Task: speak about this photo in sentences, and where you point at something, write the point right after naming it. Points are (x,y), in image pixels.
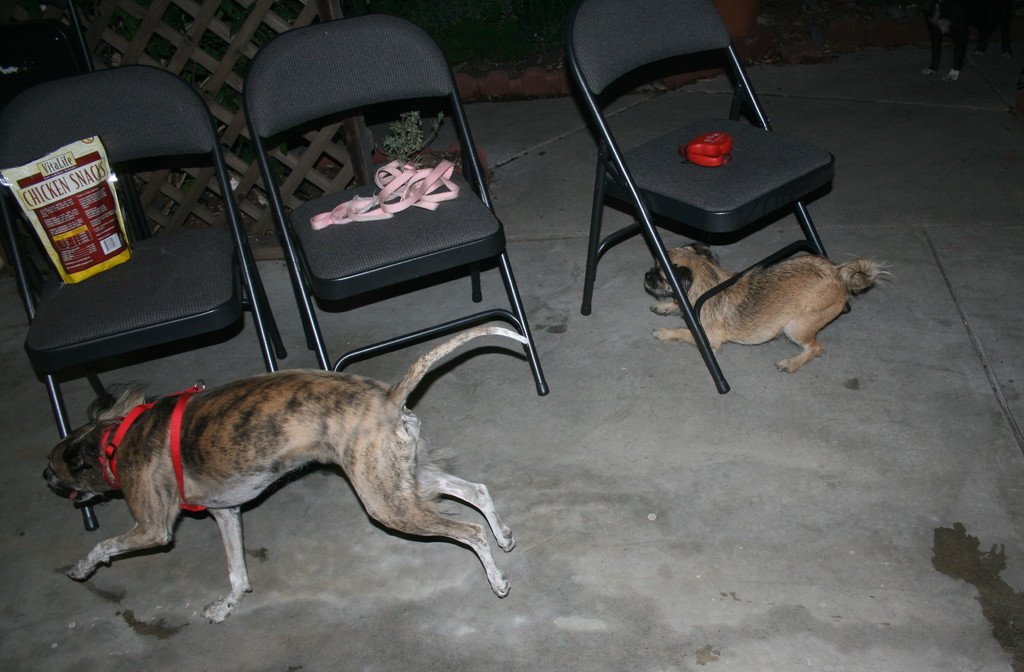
In this image there are two dogs (457,340) one of which is under the chair (758,156) and at the top of the chairs (405,247) there was a leash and a food item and a object (696,152).
